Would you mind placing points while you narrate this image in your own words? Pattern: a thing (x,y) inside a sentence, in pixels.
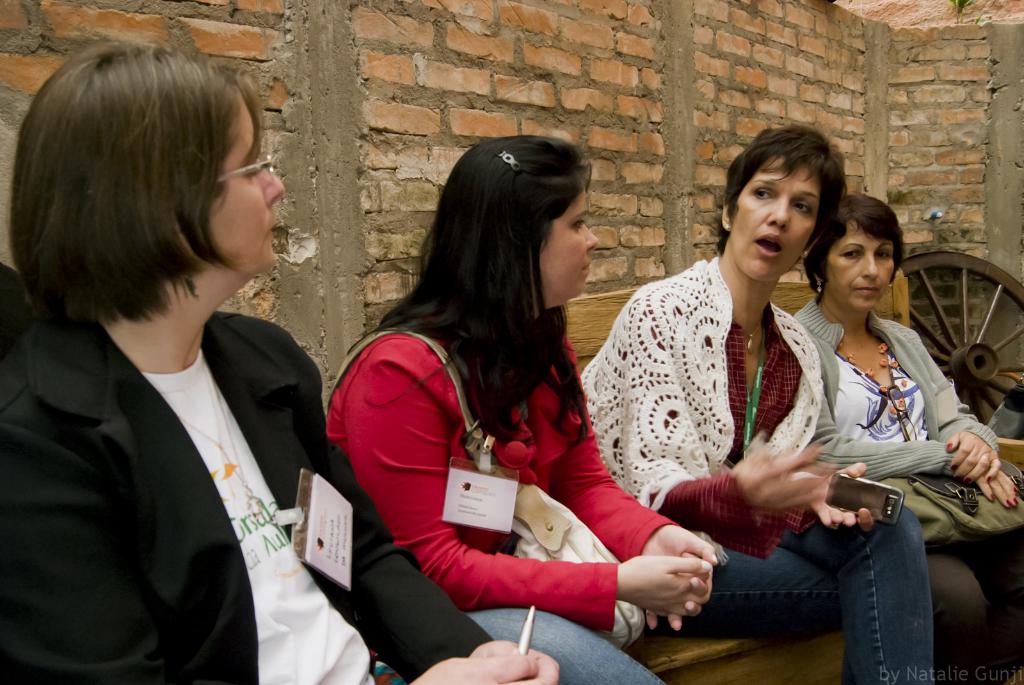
In this image there is an object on the right corner (992,388). There are four people (591,401) sitting on a bench (745,649) in the foreground (673,548). And there is a brick wall (714,76) in the background (546,118).
